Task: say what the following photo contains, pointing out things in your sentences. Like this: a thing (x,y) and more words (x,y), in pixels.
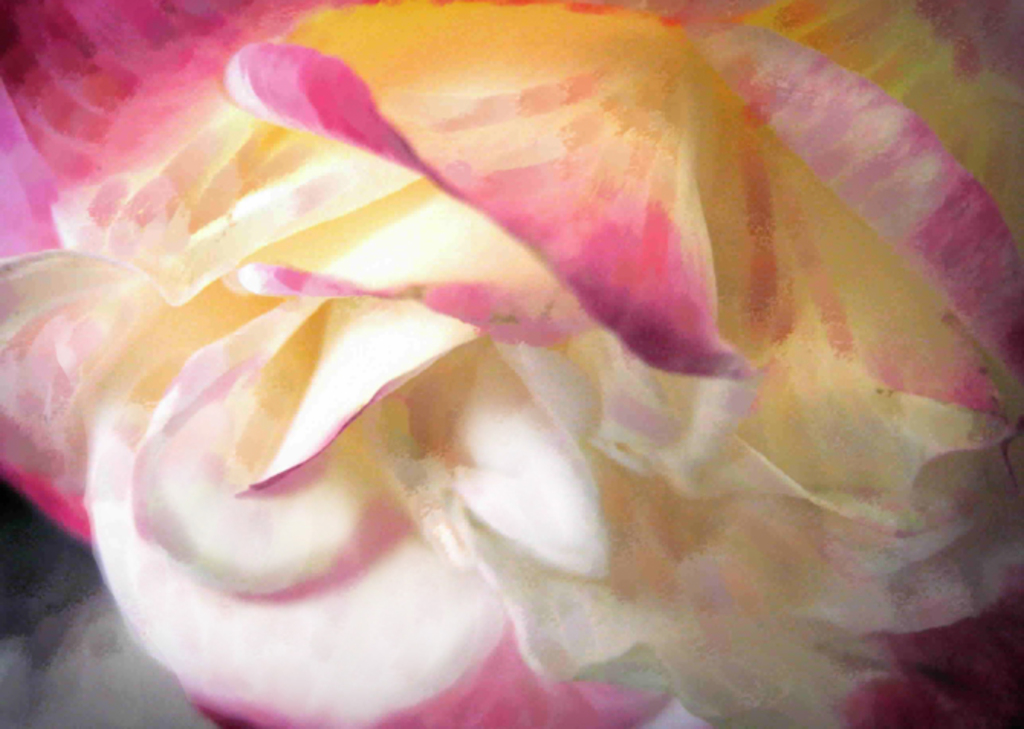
This image is a painting. In this painting we can see a flower (552,488).
